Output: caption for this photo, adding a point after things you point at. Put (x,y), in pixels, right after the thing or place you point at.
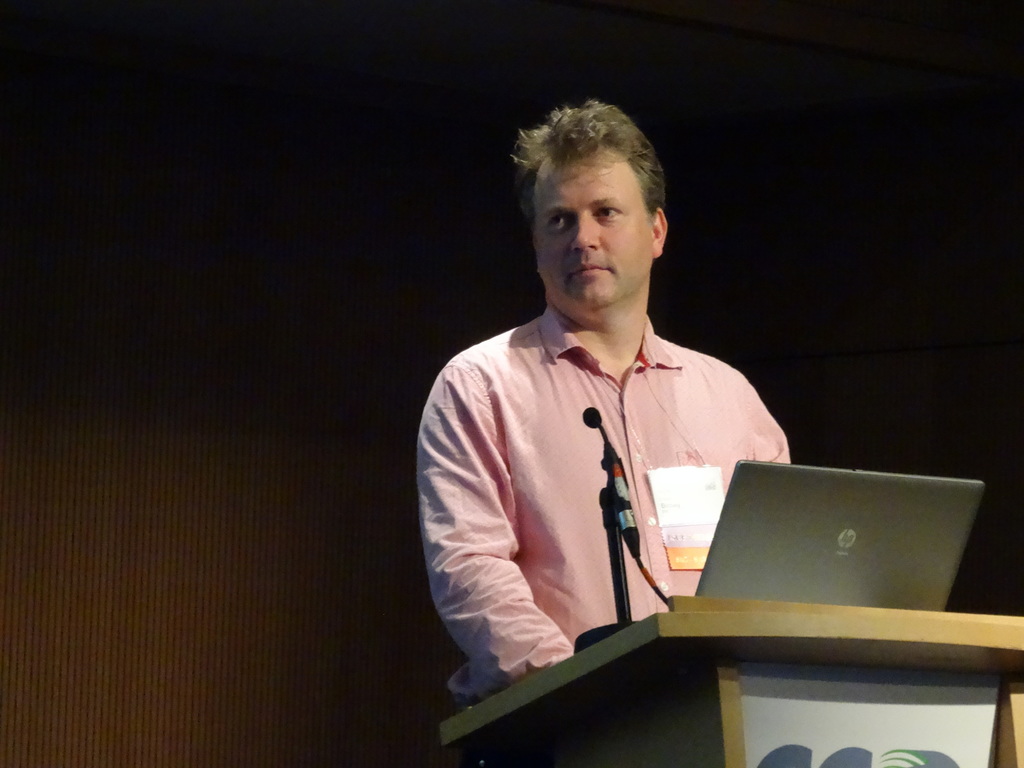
In this image in the center (542,500) there is a man (549,510) standing. In front of the man (553,495) there is a podium (656,662), on the podium (720,599) there is a laptop (764,556) and there is a mic (619,520). In the background (302,501) there is a curtain (269,544) which is brown in colour.
